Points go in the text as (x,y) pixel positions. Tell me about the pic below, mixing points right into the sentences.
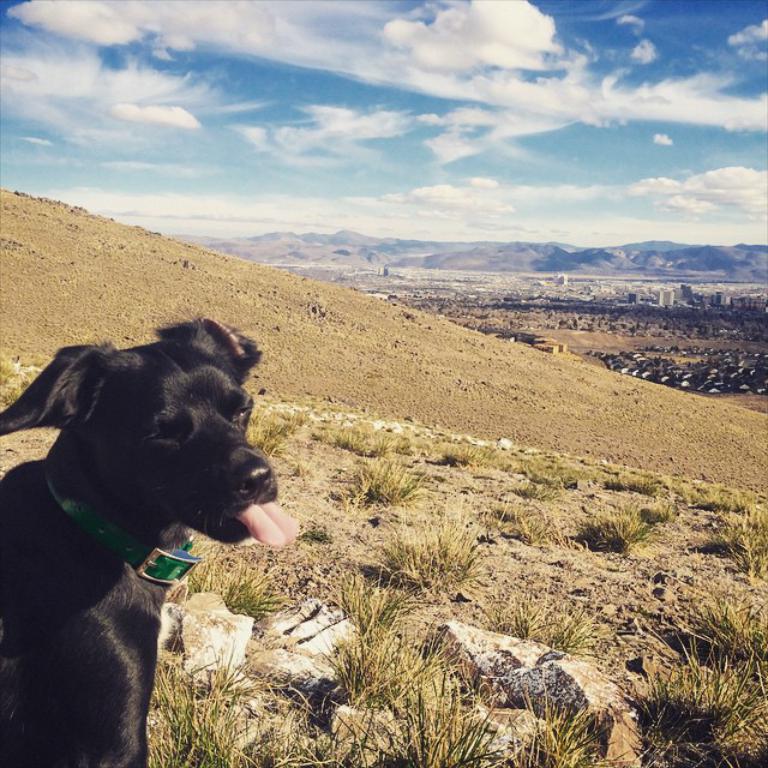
There is a grassy land (410,496) at the bottom of this image (387,577) and there is a black color dog (151,551) at the bottom left corner of this image (111,527). There are some mountains (410,262) in the background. There is a cloudy sky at the top of this image (511,150).
